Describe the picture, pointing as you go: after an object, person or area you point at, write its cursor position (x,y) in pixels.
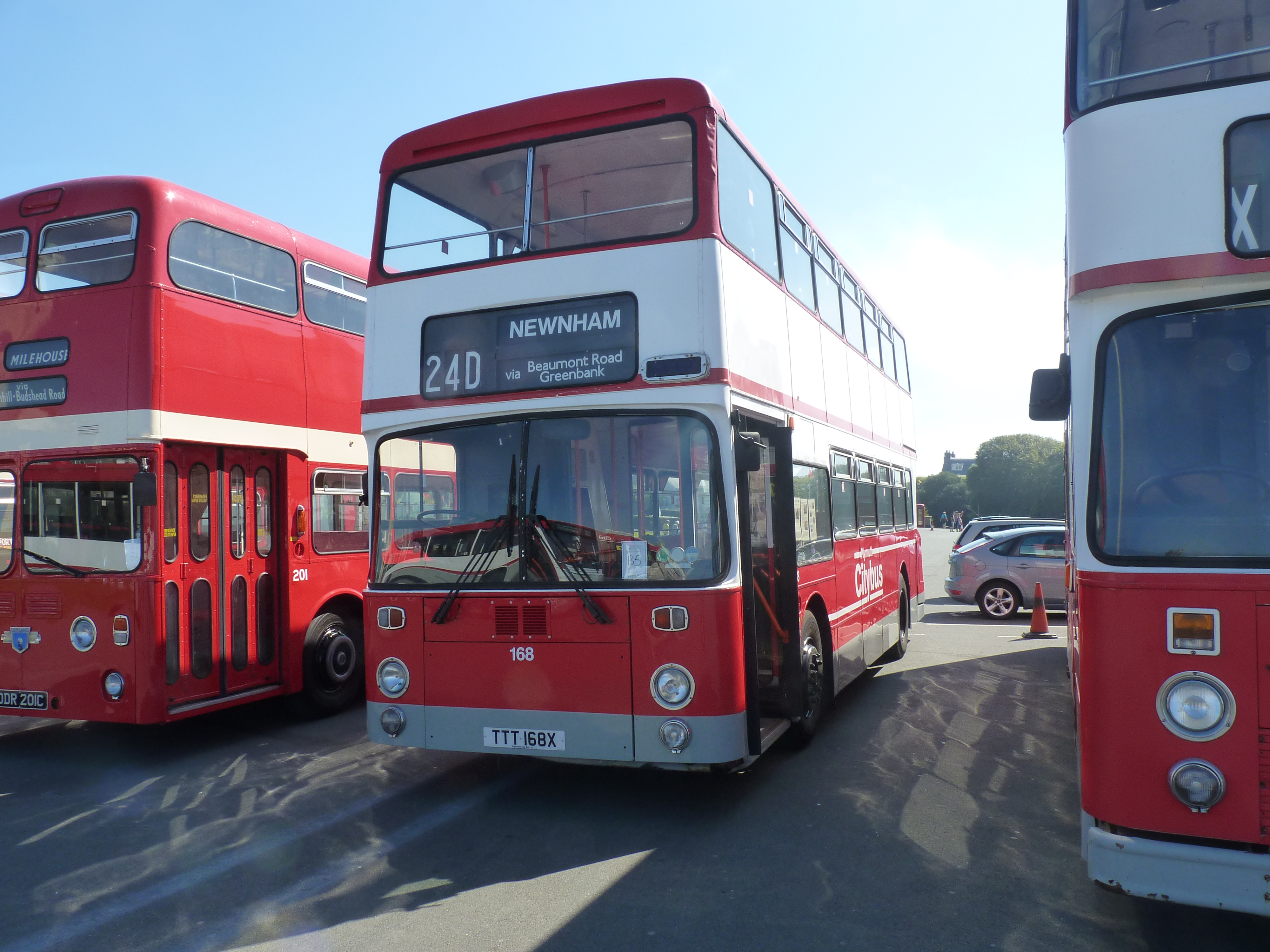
In this picture we can see buses (455,627), traffic cone (1040,587), cars (1005,574) on the road (1004,787) and in the background (926,495) we can see trees (968,502), some objects (951,453) and the sky (752,50).
